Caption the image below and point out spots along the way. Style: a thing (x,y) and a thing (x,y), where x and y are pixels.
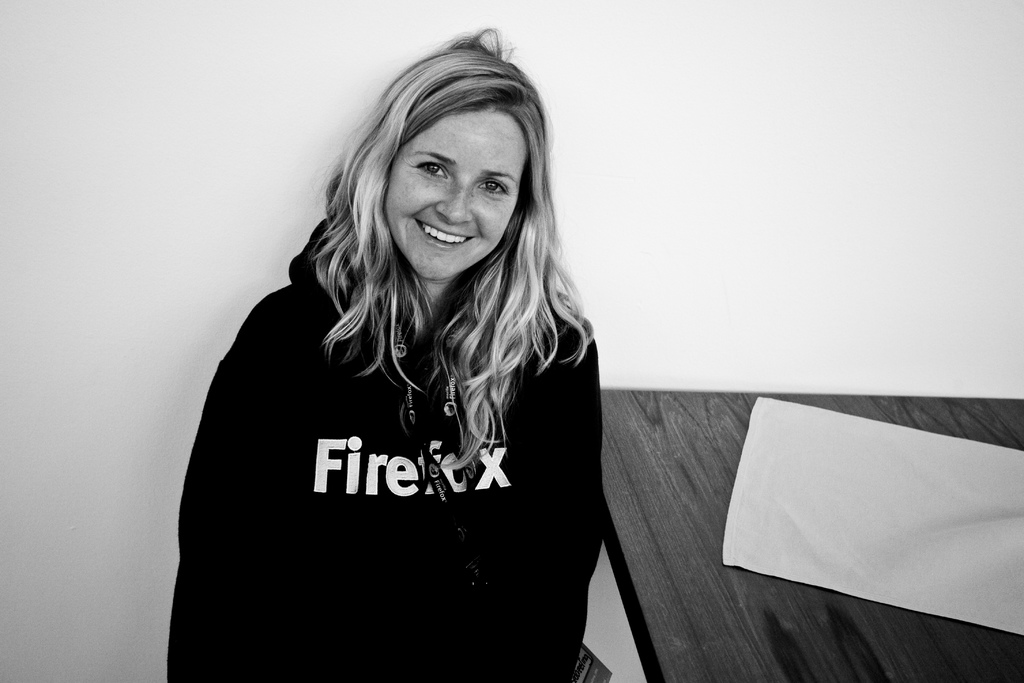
This is a black and white image where we can see a woman (378,441) wearing sweater (491,542) and identity card (464,553) is smiling and standing near the wall (81,237). Here we can see wooden table (836,592) on which we can see something is placed.
